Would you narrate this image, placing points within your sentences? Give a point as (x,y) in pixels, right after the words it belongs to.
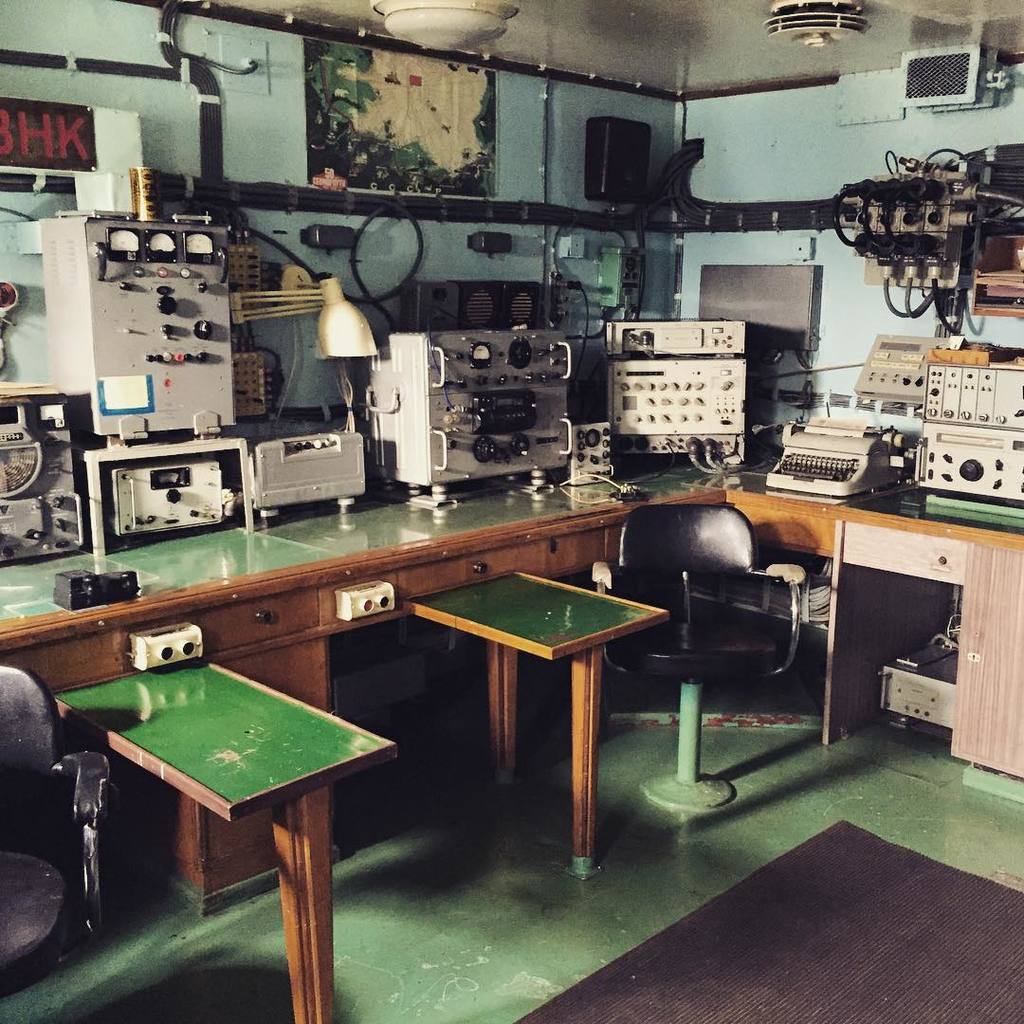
This image is taken in a laboratory (258,536). In this image we can see the equipment (522,436). We can also see a chair (676,559), floor (708,756) and also the ceiling (576,69). We can see the wall (865,146), display board (60,125) and also another chair (52,948) on the left (22,721).
